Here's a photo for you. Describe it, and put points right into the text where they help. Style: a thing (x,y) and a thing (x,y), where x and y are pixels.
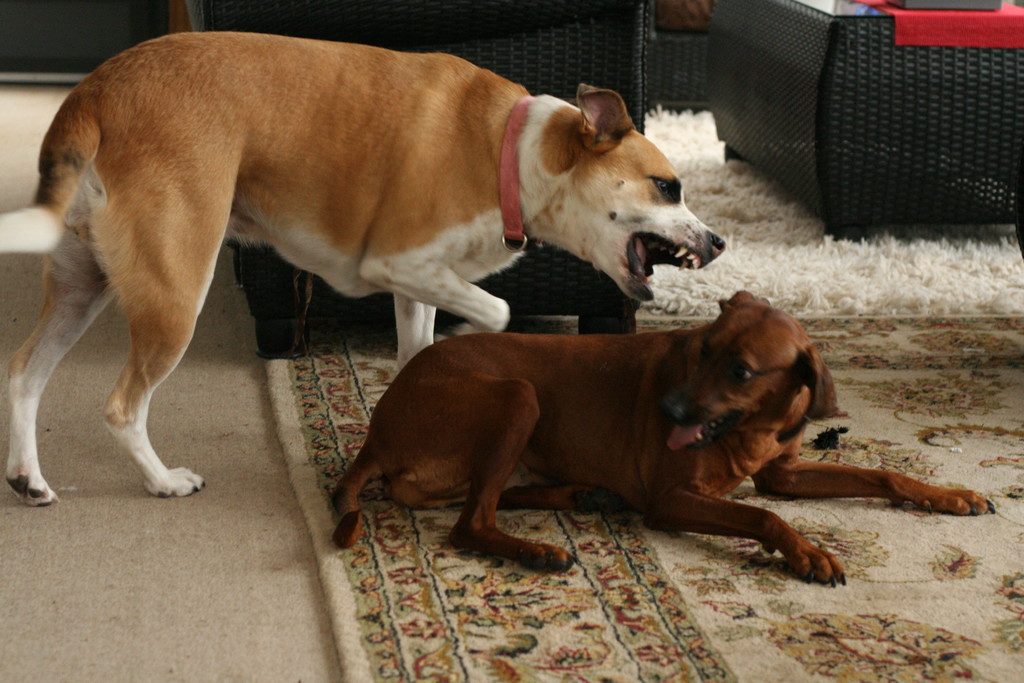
This picture is clicked inside. On the right (739,424) there is a dog (583,457) sitting on a floor mat (875,579). On the left (309,112) there is another dog (392,231) standing on the ground (199,648). In the background (887,158) we can see the black color couches (621,52).
